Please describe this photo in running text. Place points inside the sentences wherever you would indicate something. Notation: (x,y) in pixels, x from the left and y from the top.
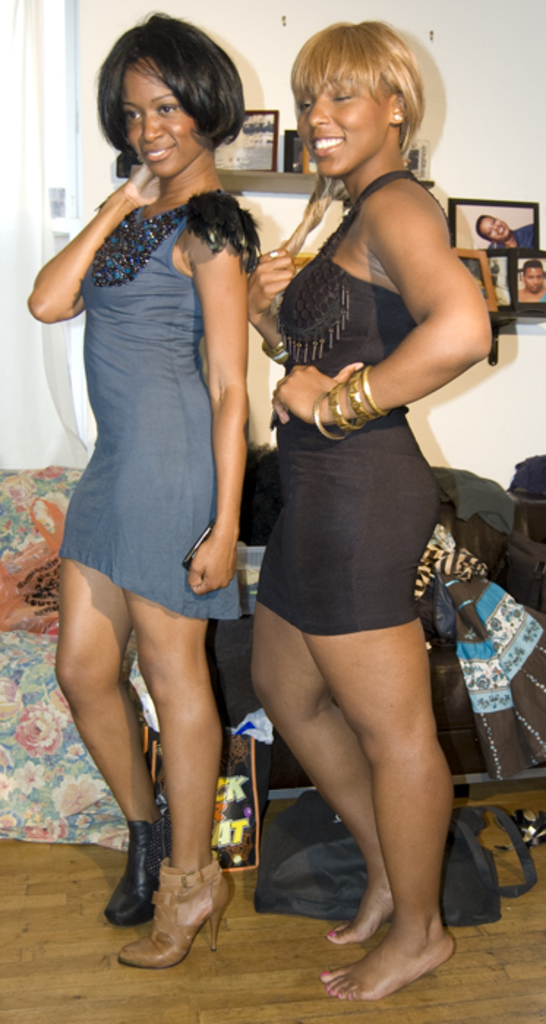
There are two women (304,322) standing and smiling. This looks like a couch (55,815). I can see the bags (321,841), which are placed on the floor (297,951). I think these are the clothes (478,566). In the background (527,235), I can see the photo frames (495,246), which are placed on the rack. This looks like a curtain (31,206), which is hanging.
